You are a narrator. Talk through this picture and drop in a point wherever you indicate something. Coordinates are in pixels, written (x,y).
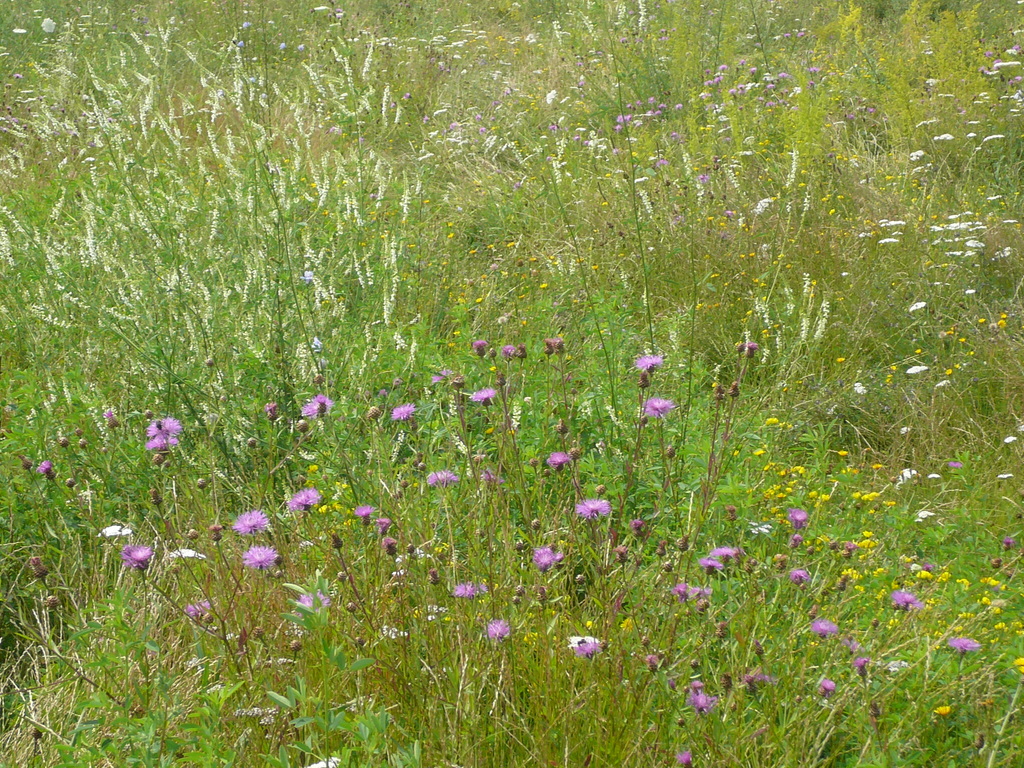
This picture consists of flower field (588,327) at the bottom side of the image (565,520) and there is greenery (972,151) around the area of the image.
